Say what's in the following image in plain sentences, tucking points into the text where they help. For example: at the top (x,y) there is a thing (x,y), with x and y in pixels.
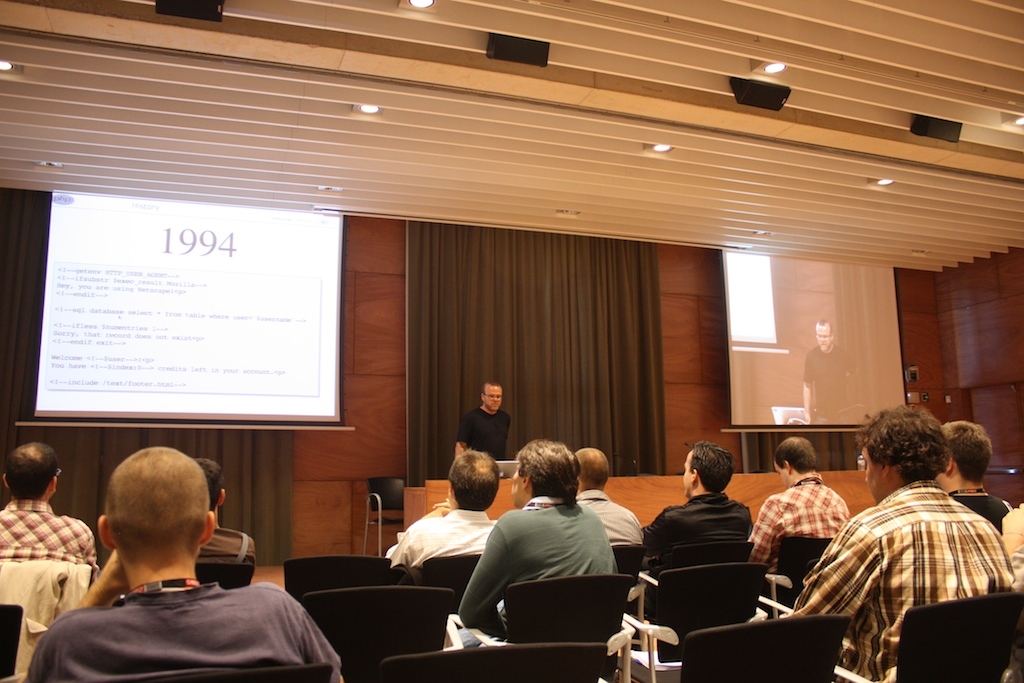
In this image I can see the group of people (286,633) with different color dresses (337,670) and I can see these people (497,533) are sitting on the chairs (634,587). In-front of these people (468,452) I can see another person (479,437) and the laptop (497,462). In the background (262,348) I can see the chair (398,518), screens (206,350) and the curtains (470,305). I can see the lights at the top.
